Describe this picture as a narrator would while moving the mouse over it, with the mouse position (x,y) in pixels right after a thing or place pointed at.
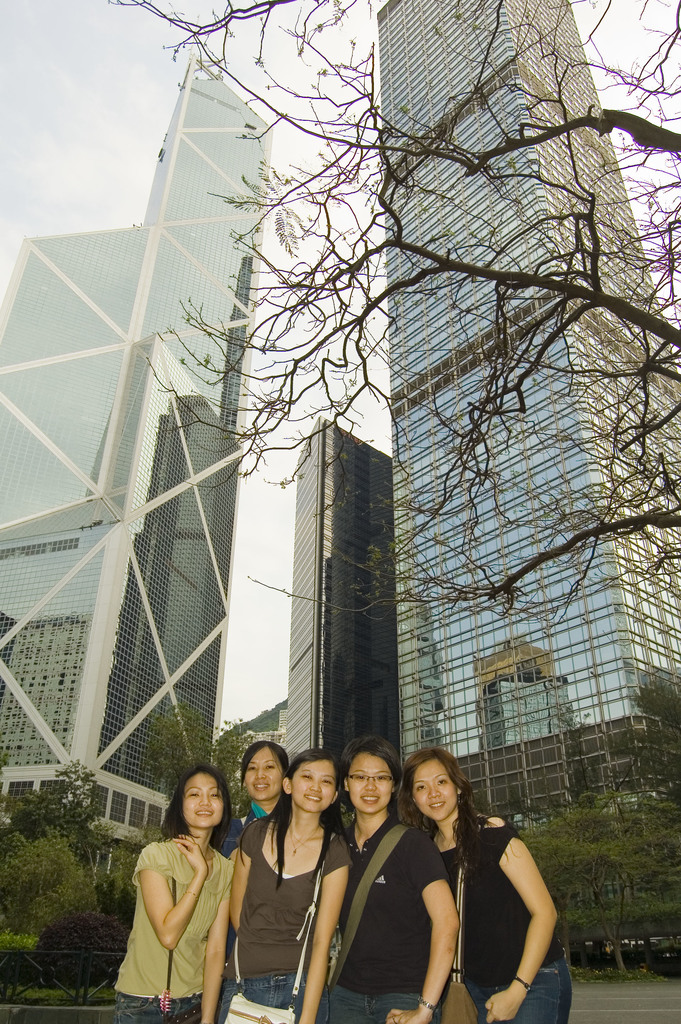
In the foreground of the picture (314,873) we can see group of women (352,885). In the middle of the picture (296,566) there are trees (67,843) and buildings (631,548). At the top (181,75) there is sky (615,38).
